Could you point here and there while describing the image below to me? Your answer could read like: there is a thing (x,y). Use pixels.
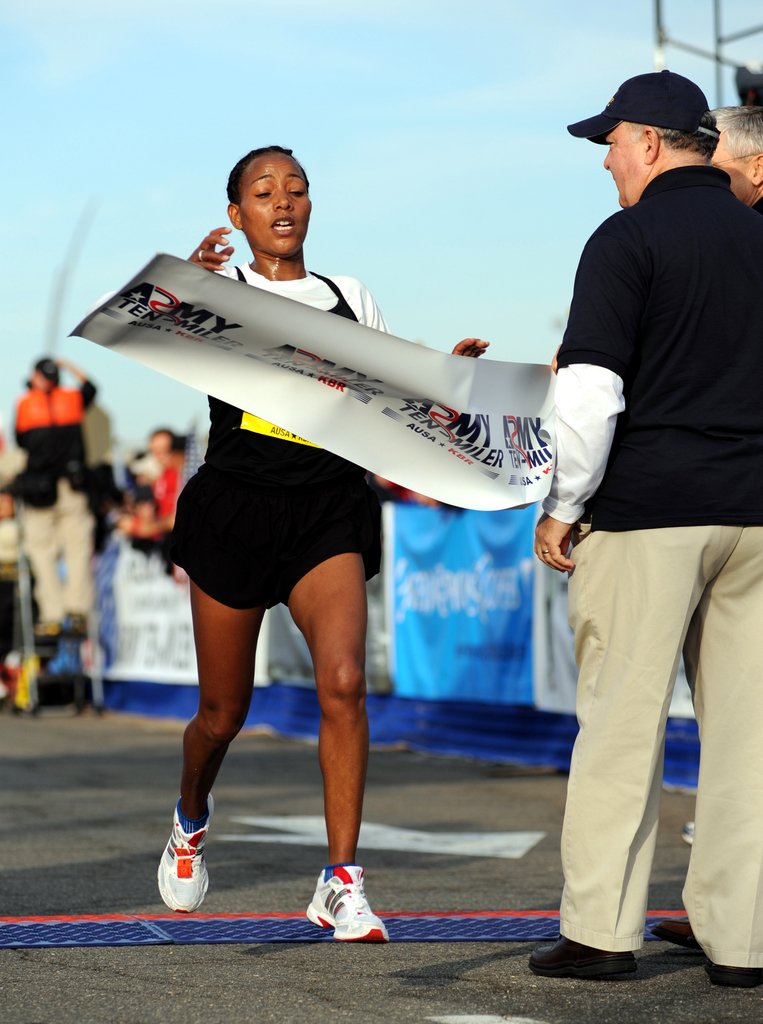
In this image there is a woman (203,589) running on the road (234,1004). Before her there are two persons (729,494) standing on the road (721,1008). They are holding a banner (377,417). Person (684,379) wearing a black top (657,250) is having cap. Left side (24,441) there are few persons (18,475). Top of the image (421,102) there is sky (467,87).
